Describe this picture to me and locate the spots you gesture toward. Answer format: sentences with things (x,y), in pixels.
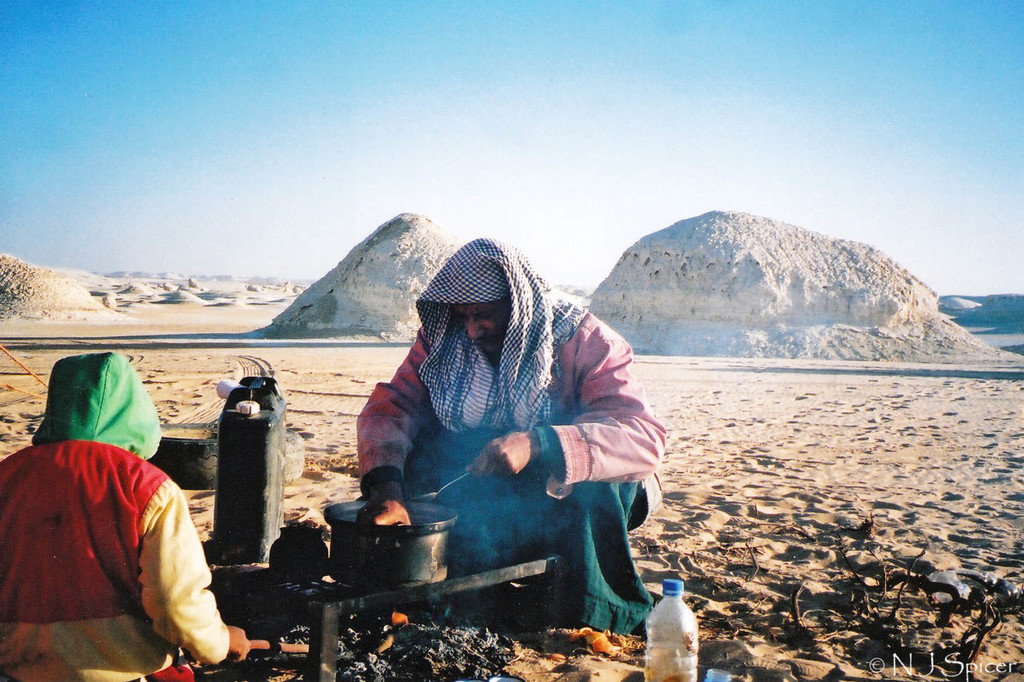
In this picture we can see two people (414,433), bottle (657,673), water can (270,420), bowls (290,551), spoon (436,490) and some objects (200,426) and in the background (237,349) we can see mountains (331,290), sand (169,314) and the sky (450,174).
